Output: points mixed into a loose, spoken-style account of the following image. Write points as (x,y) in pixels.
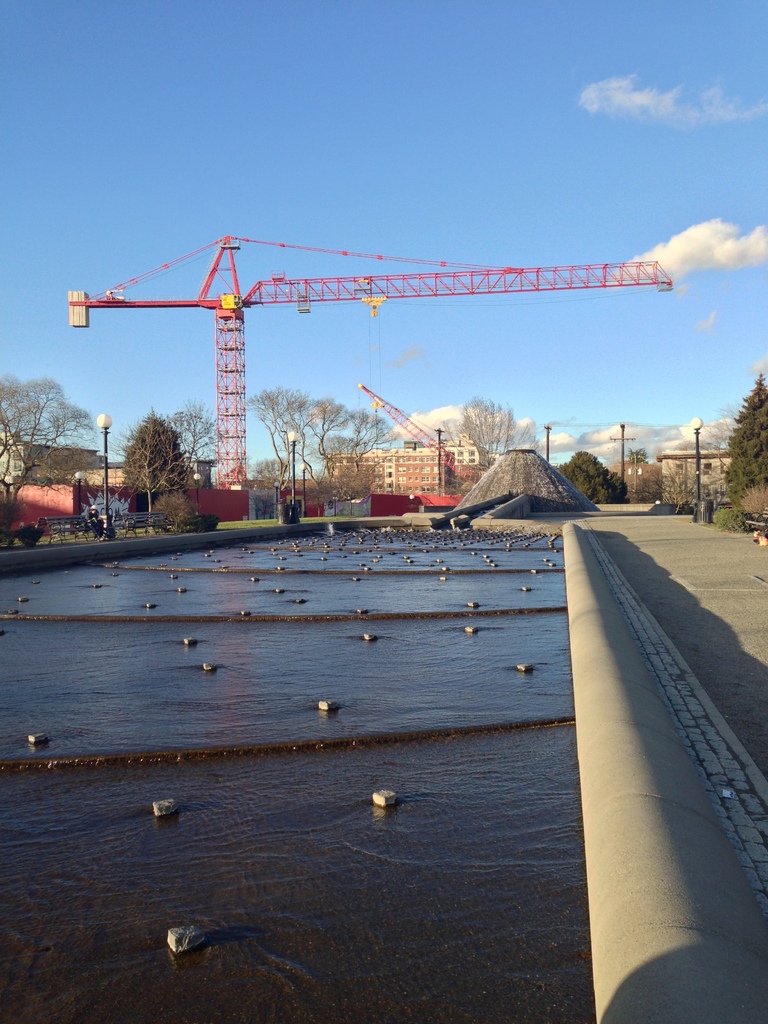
In this picture we can see water (322,614), poles (305,498) and few lights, in the background (484,444) we can find few cranes (406,426), trees (152,472), houses (394,472) and clouds (710,223), and also we can see a person (101,522) is seated on the bench (81,532).
